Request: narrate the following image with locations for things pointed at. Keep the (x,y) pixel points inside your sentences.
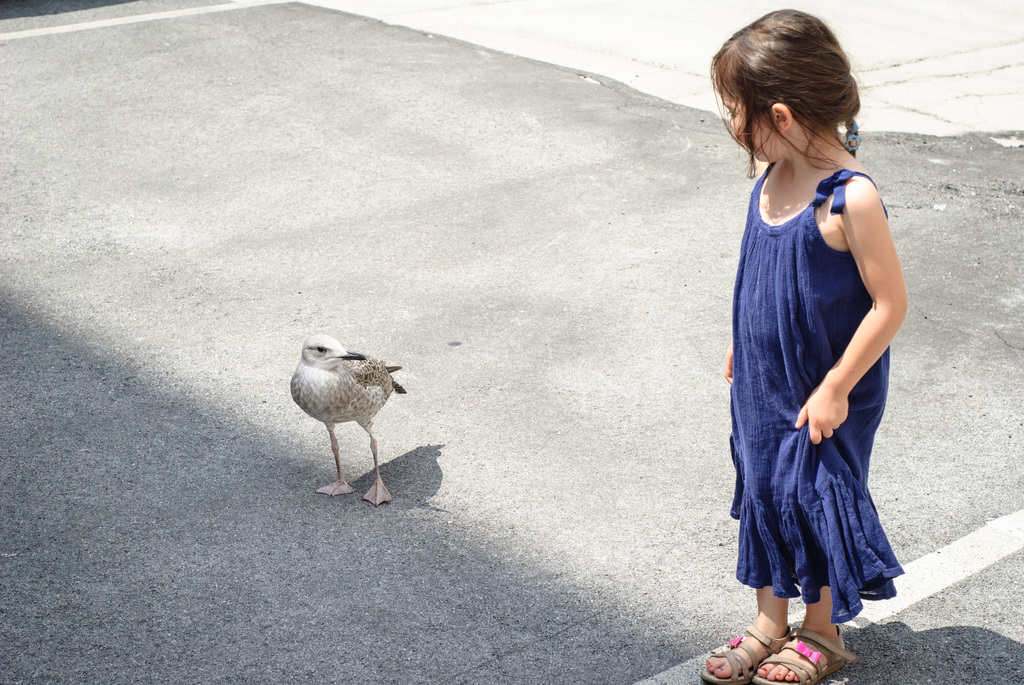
In this picture we can see a bird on the road (724,172). On the right side of the picture (786,302) we can see a girl (838,373) standing.
